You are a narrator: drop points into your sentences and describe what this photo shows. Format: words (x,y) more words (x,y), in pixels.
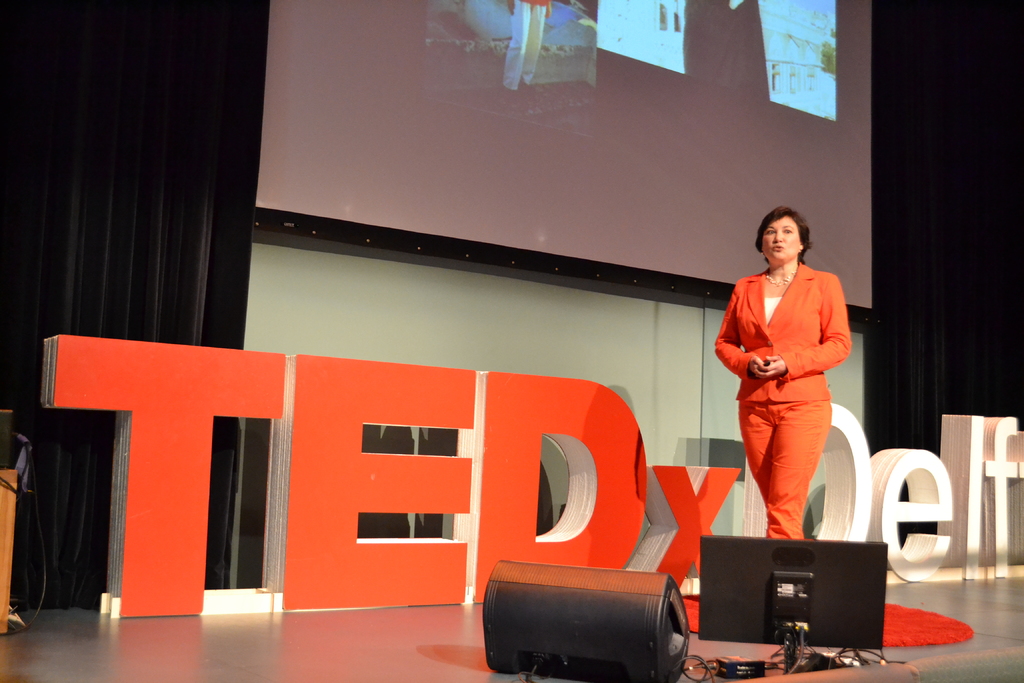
In this picture I can see there is a woman (821,273), she is standing and there is a screen (450,211) and there is a black curtain (122,184) here in the backdrop (122,184).
